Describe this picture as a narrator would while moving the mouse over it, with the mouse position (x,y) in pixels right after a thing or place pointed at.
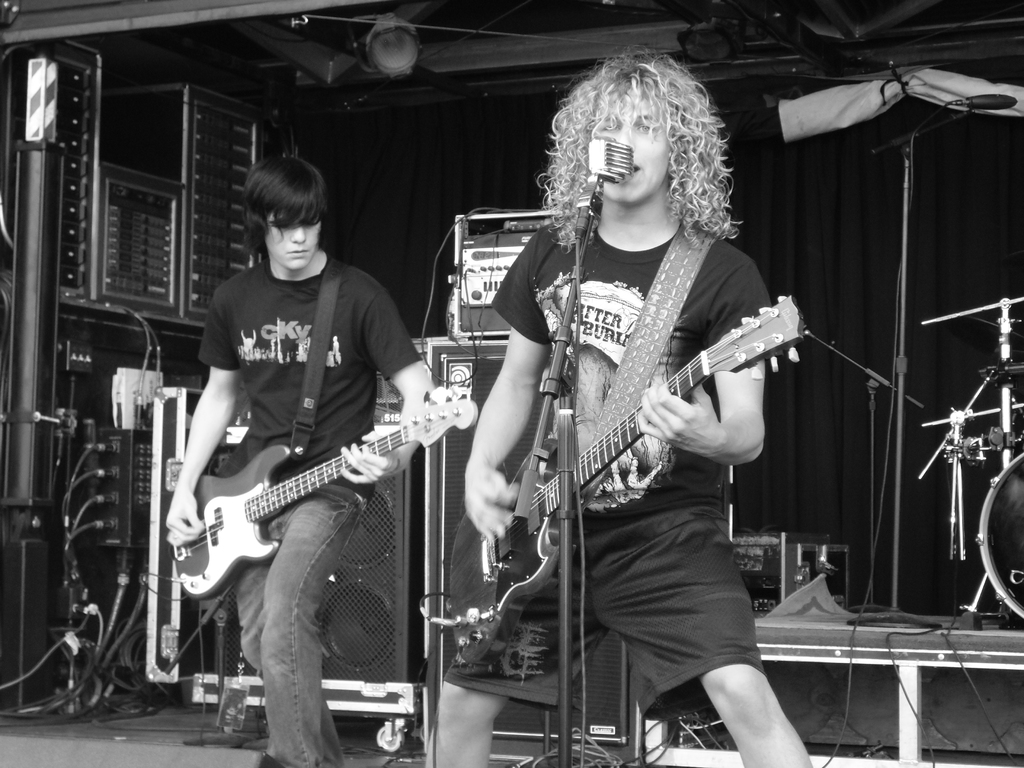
These two persons (507,431) standing and holding guitar (543,507). This person (485,439) singing. There is a microphone (612,173) with stand (563,618). On the background (807,229) we can see curtain (846,210), musical instrument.
